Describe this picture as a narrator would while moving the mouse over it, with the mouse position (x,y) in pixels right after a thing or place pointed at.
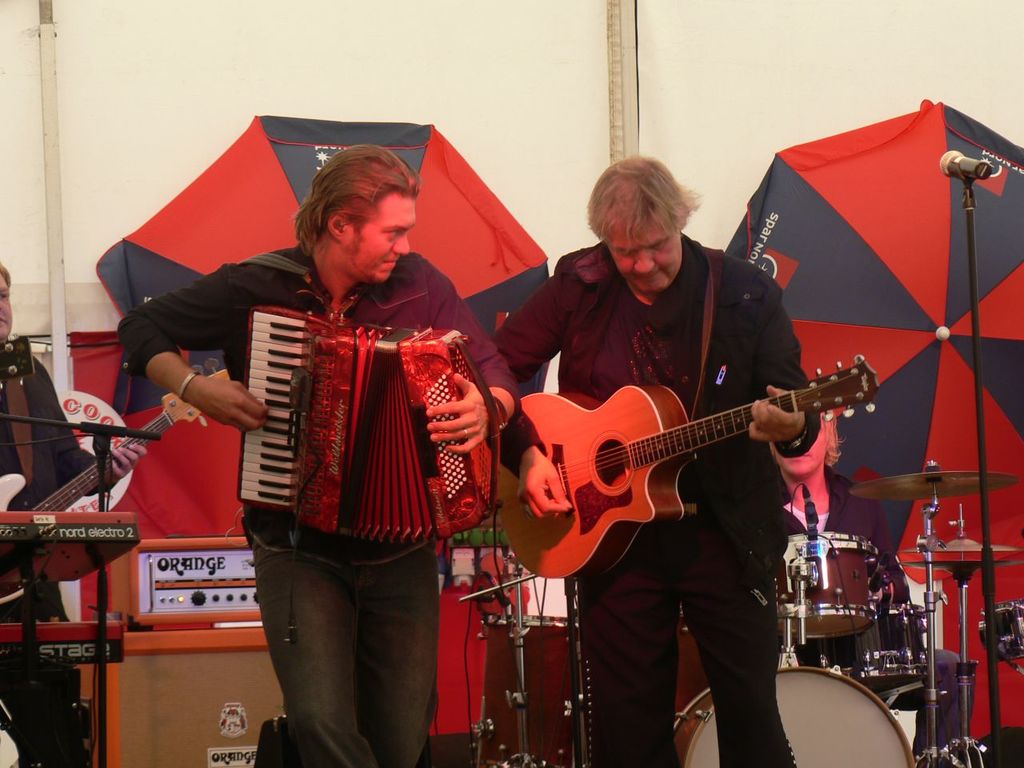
It is a room (317,22), there are four people (418,662) inside the room (751,303), the first person (751,303) wearing black dress (705,542) is playing guitar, the person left him is playing another instrument (251,451) and third person (69,469) is also playing the guitar (88,475) there is also a mic (103,471) in front of third person (43,470) so he might be singing also, in the background (861,592) there are some drums (868,650), behind that there are umbrellas (203,211), behind the umbrellas (202,231) there is a white color wall (487,144).
